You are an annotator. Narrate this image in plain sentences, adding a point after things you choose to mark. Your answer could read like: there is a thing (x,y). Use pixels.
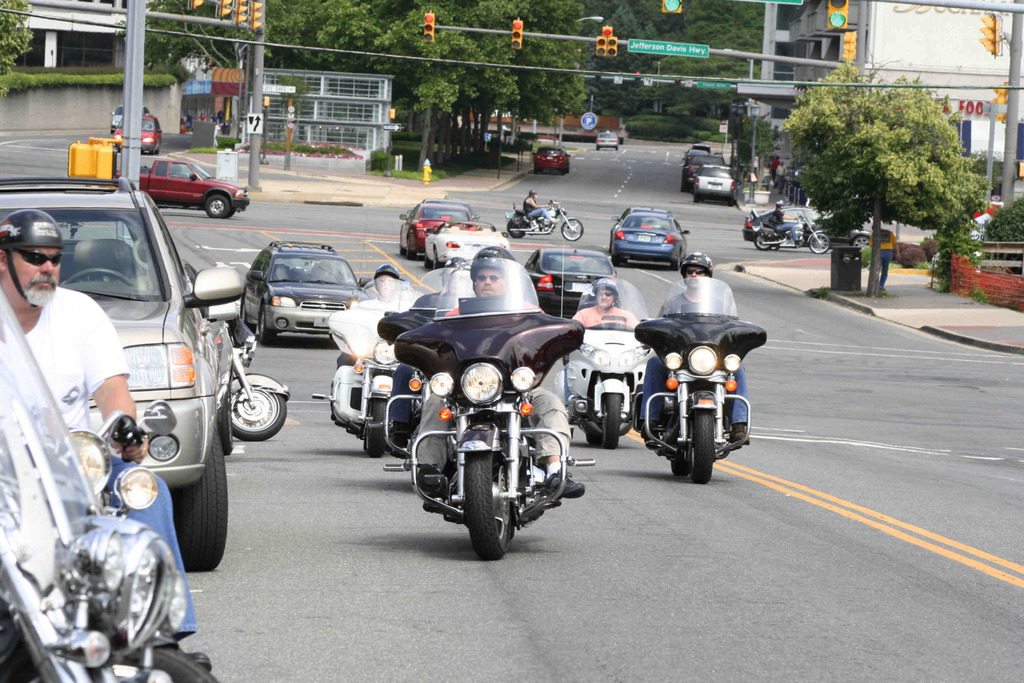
In this picture there are few people (555,397) riding a motor bicycle (528,378). Few people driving a car (583,264). There is a signboard (591,123) and traffic signal (100,159). There are trees (436,55) and building (119,39).
